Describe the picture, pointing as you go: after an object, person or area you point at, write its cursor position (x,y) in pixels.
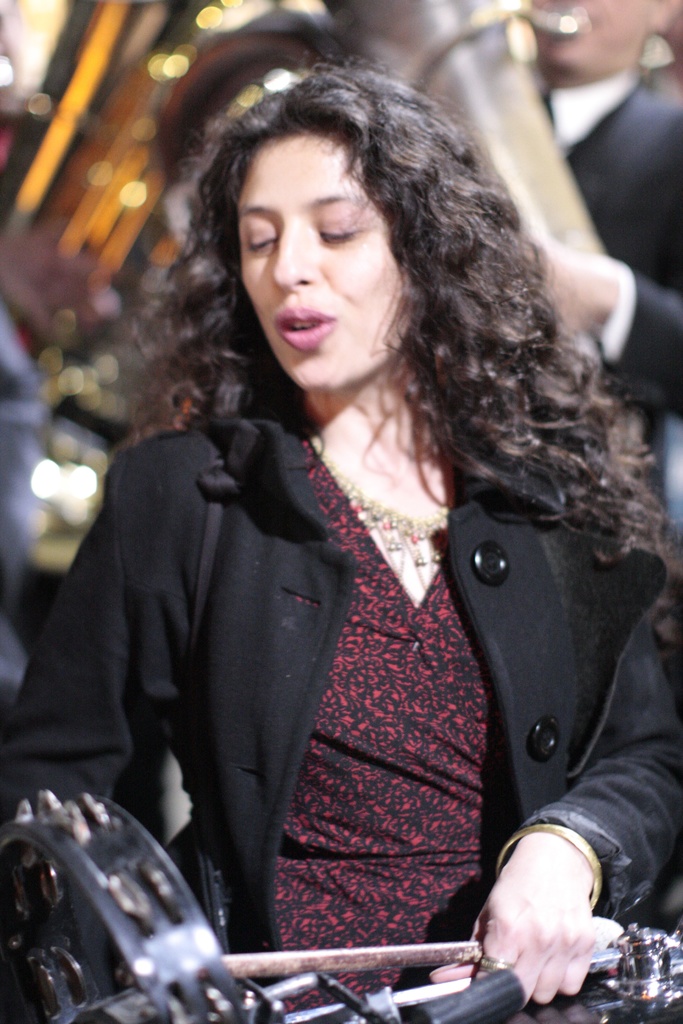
In this image in the front (358,699) there is a woman (358,699) playing a musical instrument (661,997) which is in front of her. In the background (619,189) there is a man (588,139) standing and holding an object (495,118) which is in golden colour.
